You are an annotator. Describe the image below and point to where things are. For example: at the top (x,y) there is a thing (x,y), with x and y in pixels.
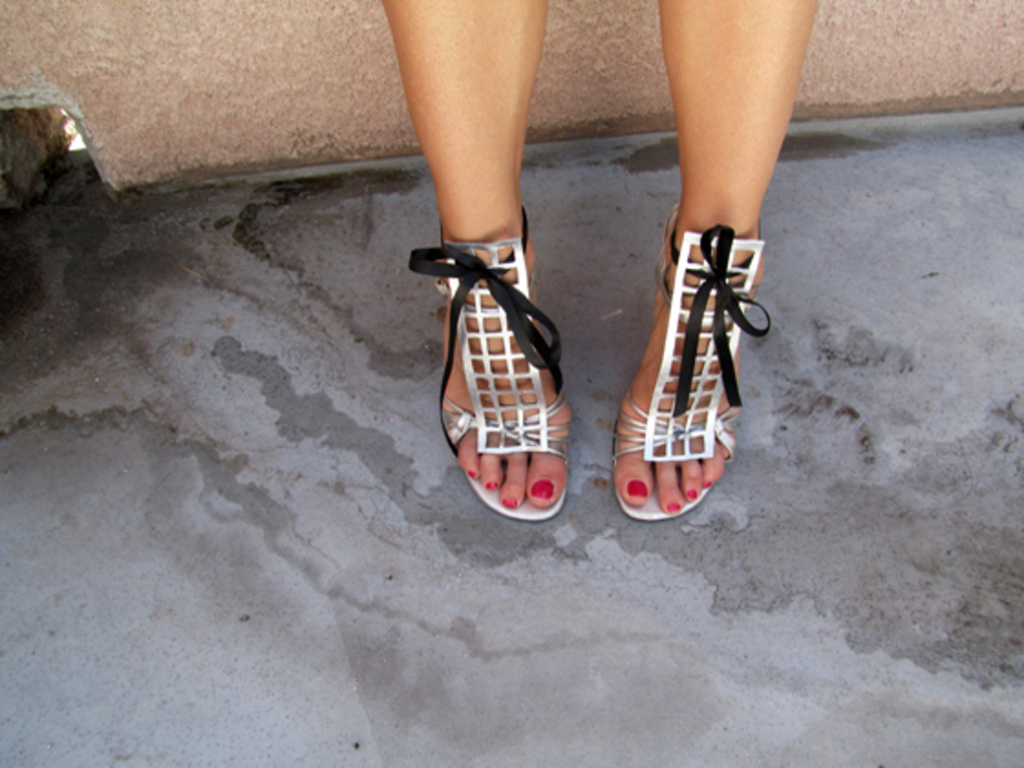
In this image, we can see the legs (640,389) of a person (484,476) with footwear (701,424) on the surface (452,553). At the top of the image (375,86), there is a wall (223,71).
